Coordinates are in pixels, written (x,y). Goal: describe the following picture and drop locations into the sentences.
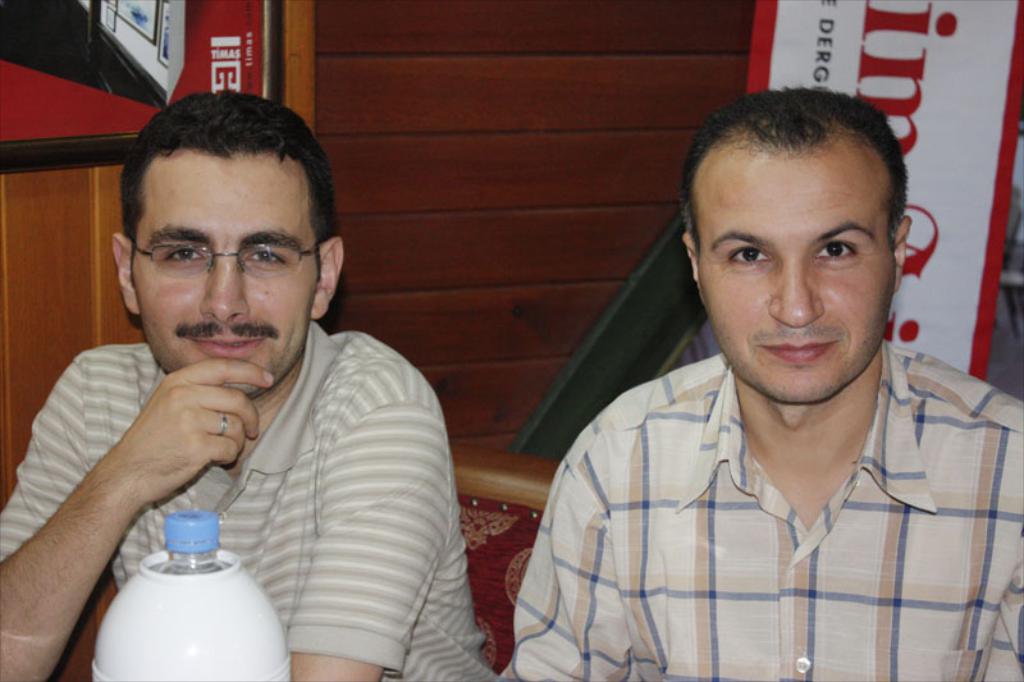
In this picture we can see two persons (424,567) sitting on the chairs (530,523). He has spectacles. And this is the bottle (202,572).
